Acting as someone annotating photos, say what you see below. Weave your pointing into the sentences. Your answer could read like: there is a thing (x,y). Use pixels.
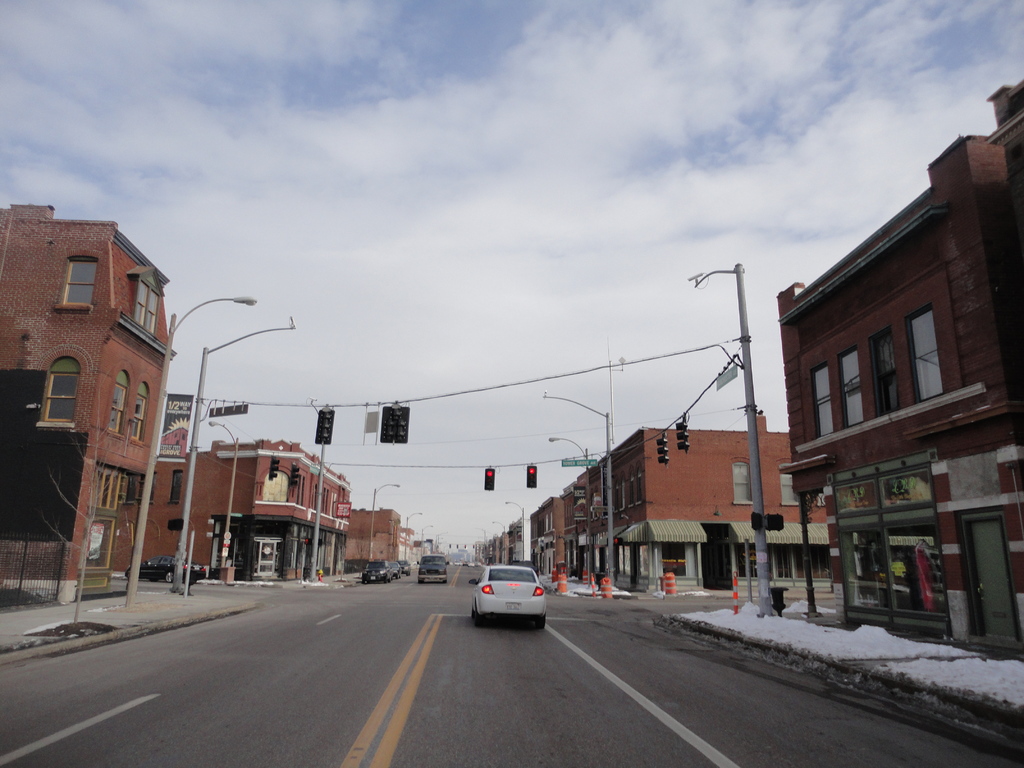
In this image we can see cars (395,569) on the road (449,717). On the both sides of the image, we can see buildings (537,512), pavement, traffic cones (607,580), wires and poles (315,563). At the top of the image (488,68), we can see the sky (359,200) with clouds (383,256).
